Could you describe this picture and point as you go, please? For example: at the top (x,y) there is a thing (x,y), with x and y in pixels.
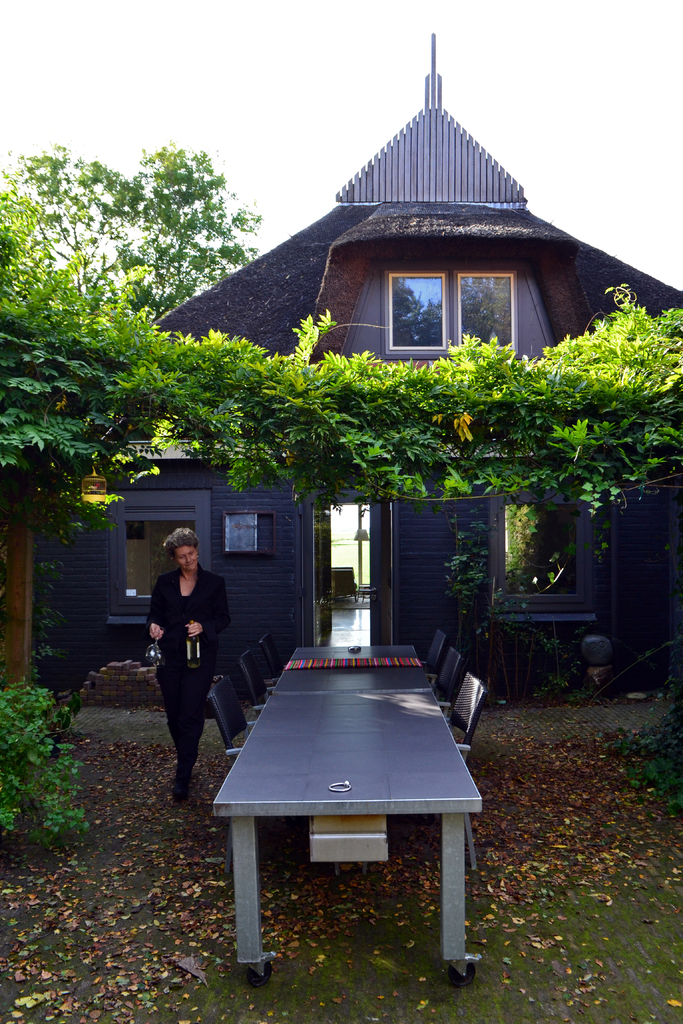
In this image there is a woman (186,622) holding glasses (156,641) and a glass bottle (198,645) and standing on the ground (171,804) and on the ground (139,943) there are dried leaves (223,945). Image also consists of a table (401,773) with chairs (461,711). In the background (530,466) there is a house (409,577) and also many trees (35,389) and plants (509,607). Sky (225,13) is also visible.
